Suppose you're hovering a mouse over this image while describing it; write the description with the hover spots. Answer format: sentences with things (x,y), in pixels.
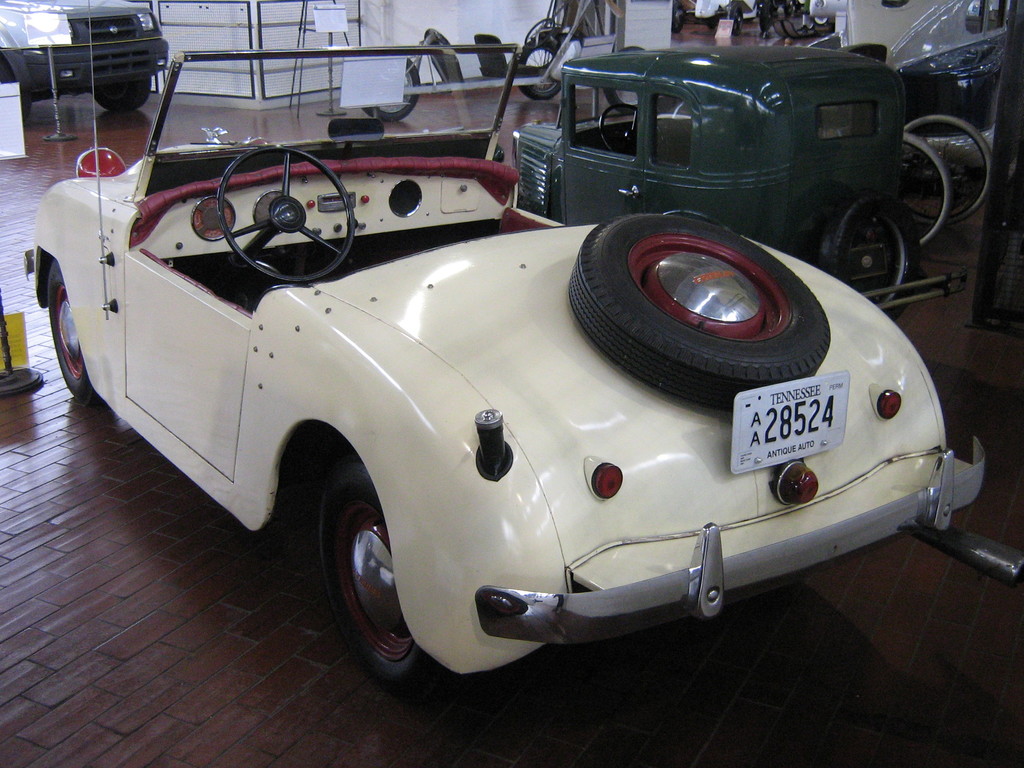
In this image we can see vehicles (306,51). And there is a car (432,291). On the car (647,323) there is a tire (666,338) and a number plate (763,453). In the back (466,27) there is a wall (456,21). Also there are railings (241,13).
